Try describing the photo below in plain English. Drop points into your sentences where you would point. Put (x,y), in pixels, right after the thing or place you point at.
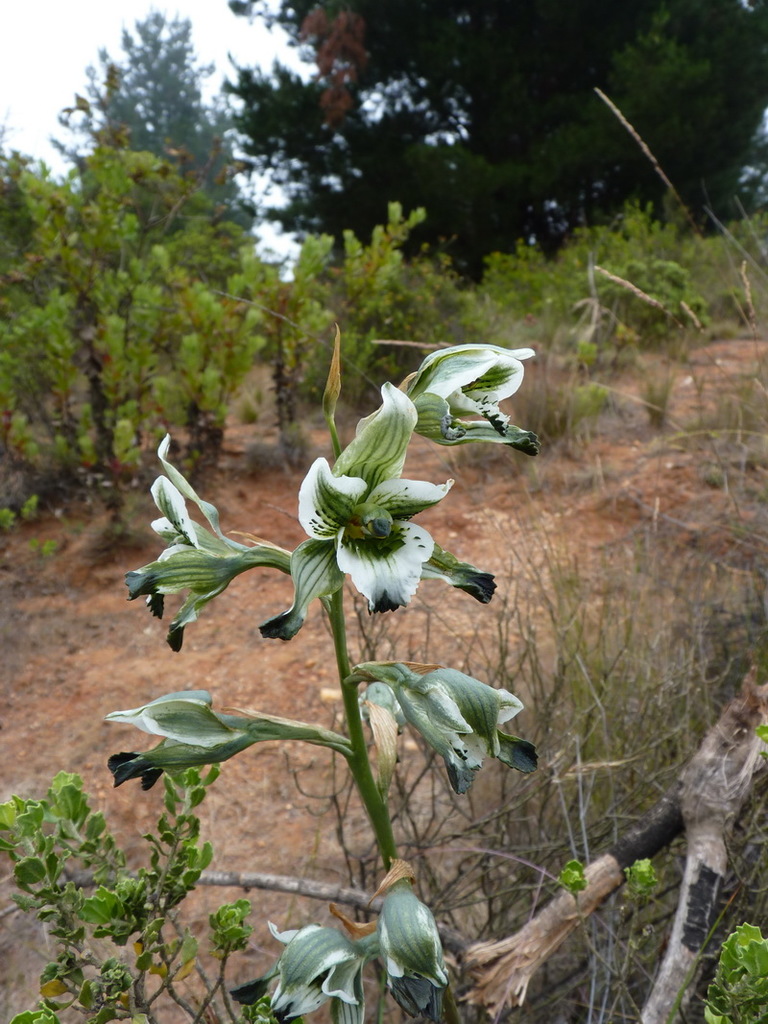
In this image we can see some flowers (390,540) on the stem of a plant (380,754). On the right side of the image (704,881) we can see the wood log (699,888) and grass (629,731). On the left side of the image (228,343) we can see some plants (256,310). At the top of the image (594,8) we can see a group of trees (395,54) and the sky (73,4).
